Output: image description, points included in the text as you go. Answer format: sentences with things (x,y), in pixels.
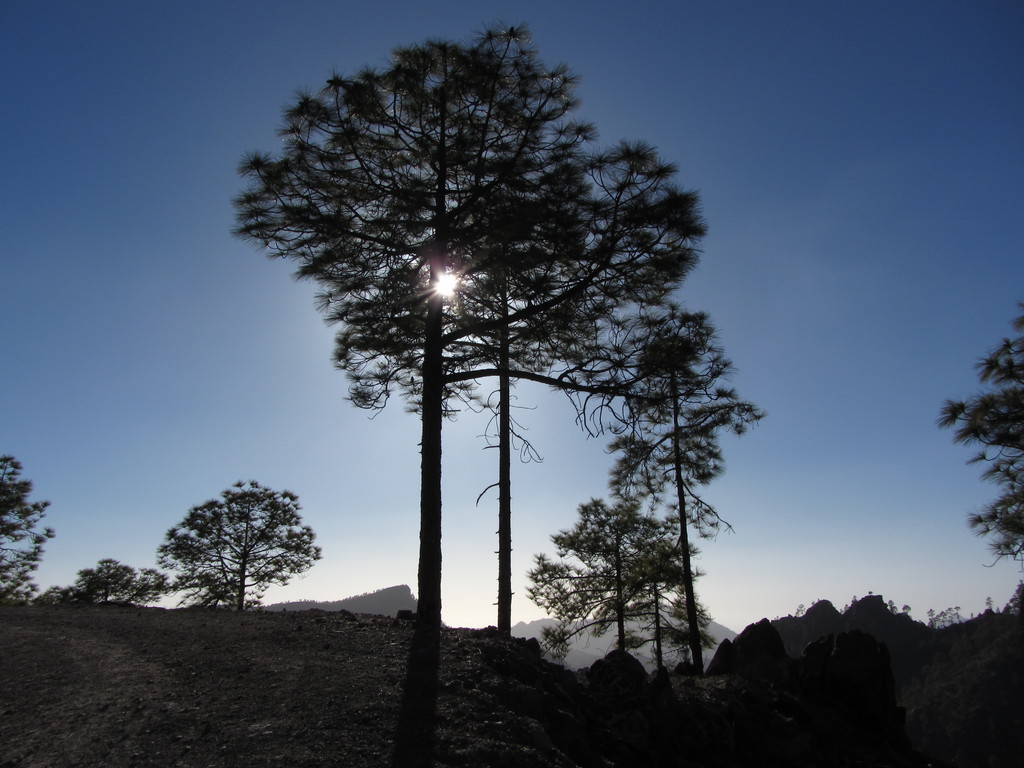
In this image we can see trees (457,326), hills (897,654), sun (444,286) and the blue sky (822,242) in the background (765,481).
